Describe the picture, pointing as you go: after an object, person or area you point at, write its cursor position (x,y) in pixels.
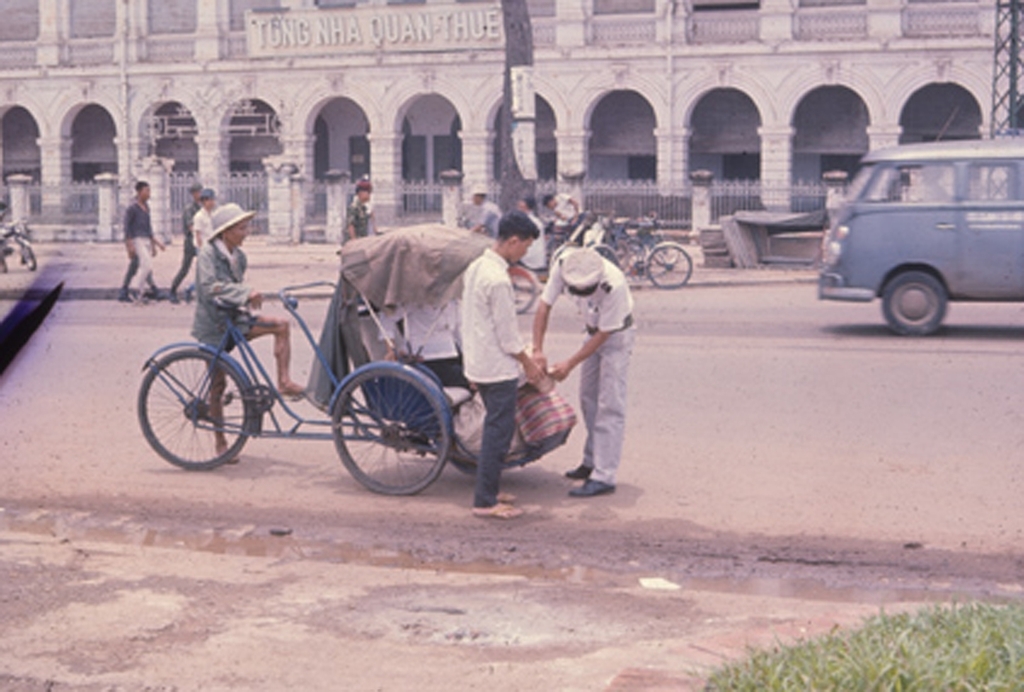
There is a person (216,326) holding a cycle (231,325) with a cart (413,258). Another two persons (485,330) are standing and holding a bag (542,403). And the person (222,294) holding the cycle (229,338) is wearing a hat (225,218). Behind them there are persons (370,192), vehicles (841,281), cycles (651,242) and a building (464,81). There are pillars (658,158) for the building (685,151). There are railings (613,193) near the building (387,180).
